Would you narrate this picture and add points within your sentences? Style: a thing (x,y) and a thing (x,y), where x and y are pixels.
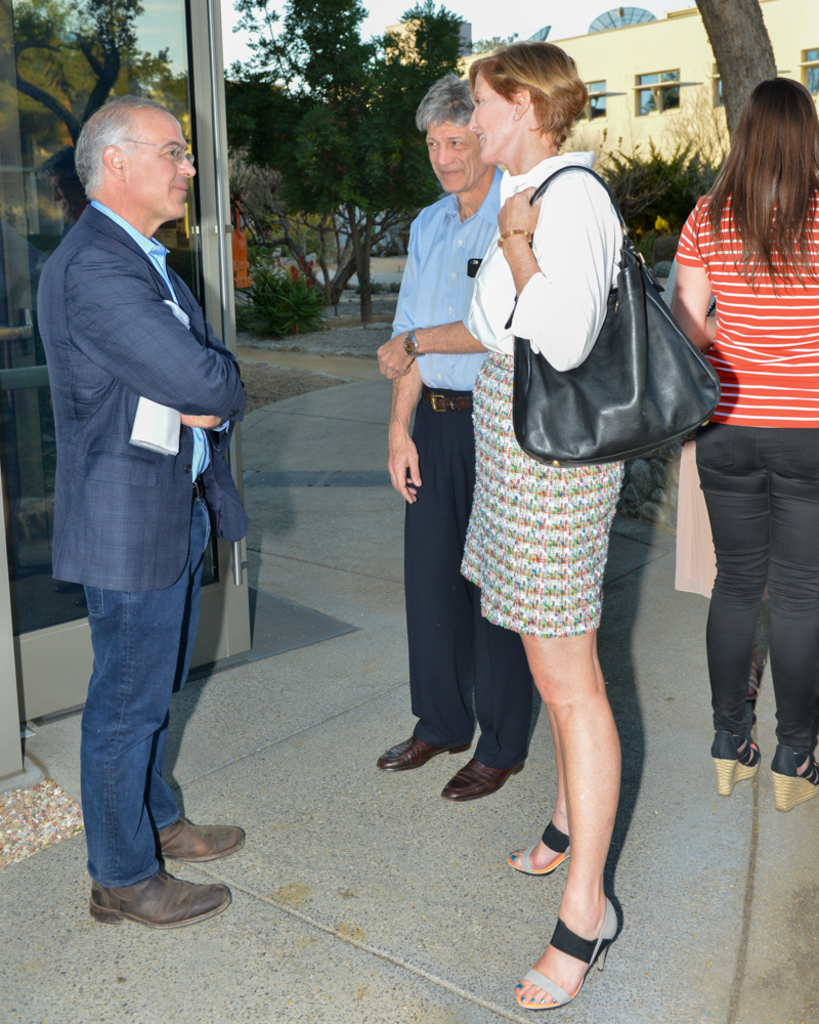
In this picture there are four people (559,169) standing in the foreground (580,696). At the back (270,121) there is a building (614,154) and there are trees (260,210). On the left side of the image (169,19) there is a door (35,138) and there is reflection (88,68) of tree (85,35) and sky (171,0) on the mirror (160,3). At the top (301,43) there is sky (238,46). At the bottom (227,878) there is a floor (126,975) and there are antennas (600,21) on the top of the building (612,41).
